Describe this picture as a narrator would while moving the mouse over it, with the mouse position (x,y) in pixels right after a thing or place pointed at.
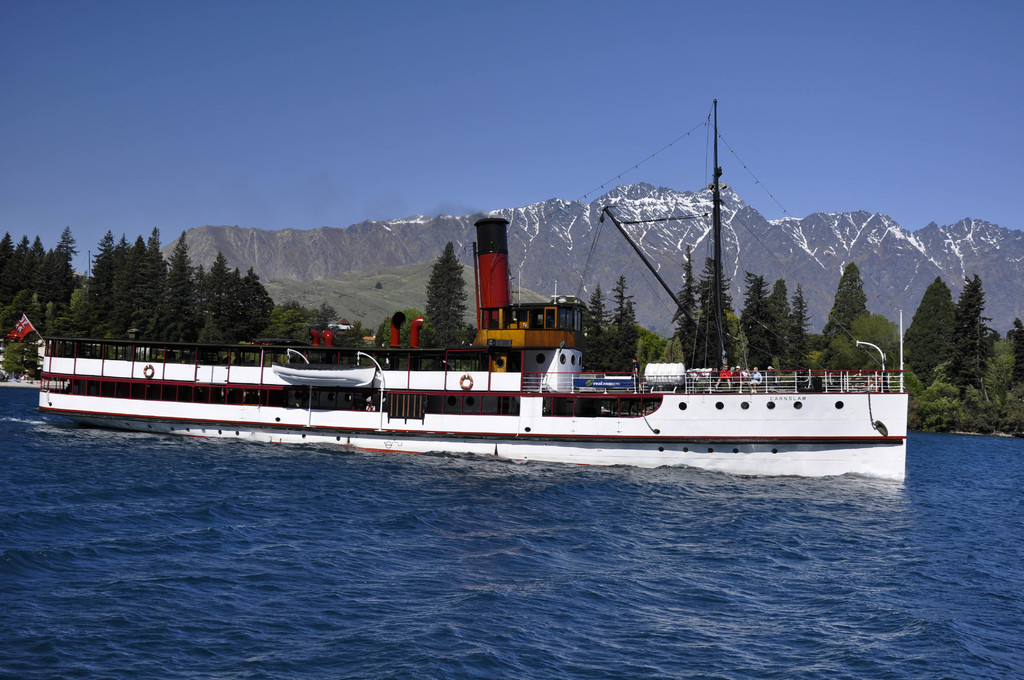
There is a white ship (835,471) on the water (796,480) and people (726,365) are present in it. There is a pole (719,325) and wires (682,215) are present at the right (714,115) and a red flag (19,337) at the left (20,322). There are trees (140,280) and mountains (528,243) at the back (135,268).
